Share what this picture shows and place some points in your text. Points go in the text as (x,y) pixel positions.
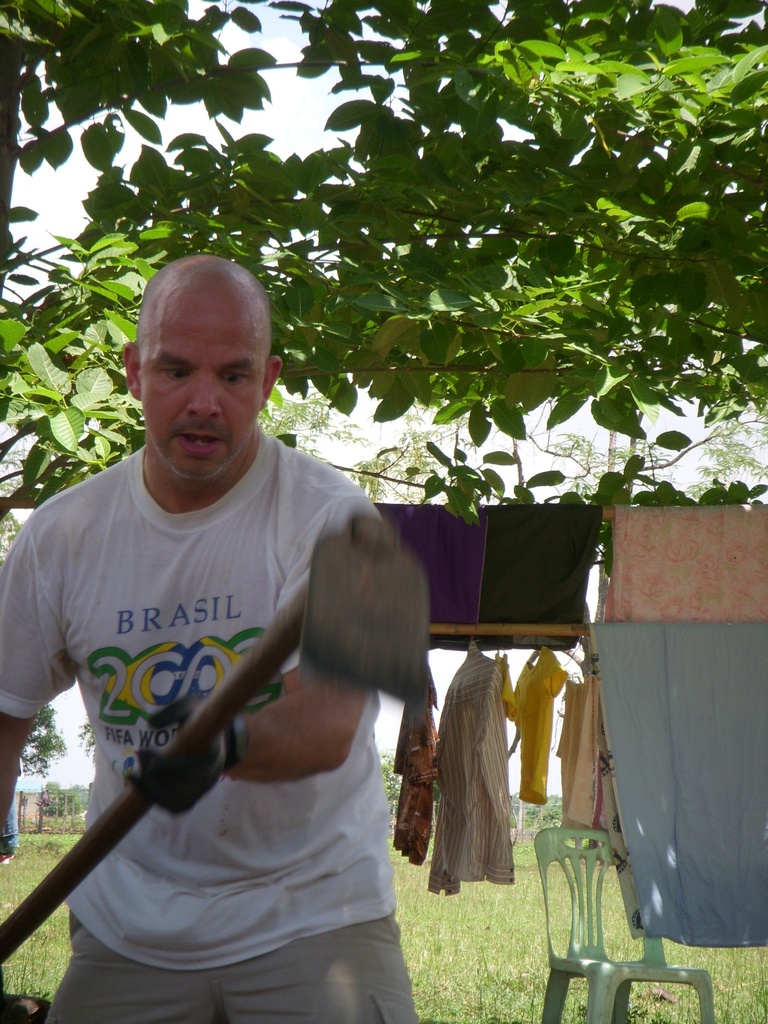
In the image we can see there is a man (287,884) who is standing and he is holding a hoe (32,896) in his hand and at the back (331,237) there are trees (450,198) and clothes (487,778) are hanging to the hanger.
